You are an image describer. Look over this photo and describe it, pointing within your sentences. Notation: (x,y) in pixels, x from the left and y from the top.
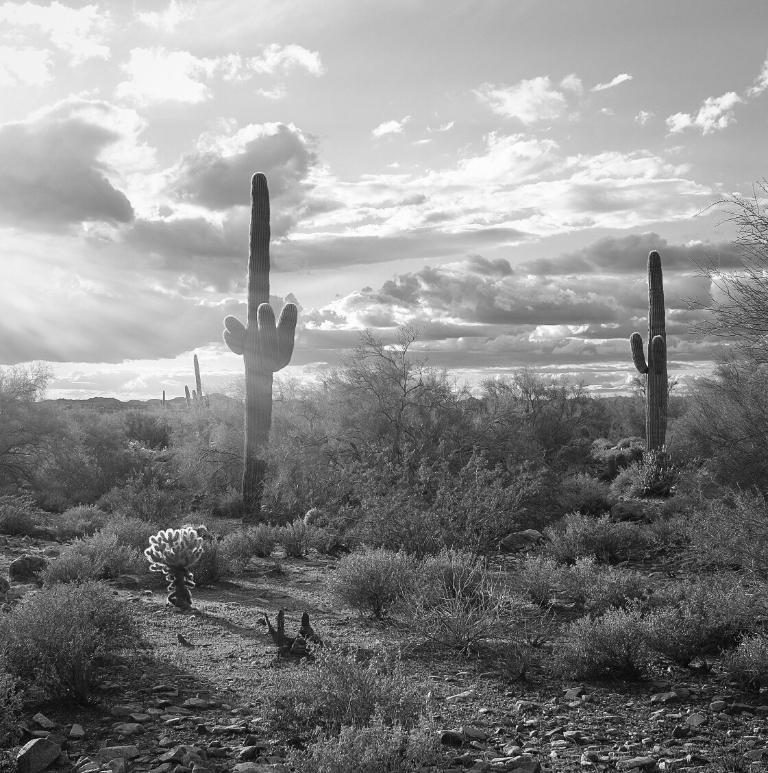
In this picture I can see the trees (426,392), plants (396,469) and grass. At the top (419,54) I can see the sky (420,260) and clouds (8,227).
